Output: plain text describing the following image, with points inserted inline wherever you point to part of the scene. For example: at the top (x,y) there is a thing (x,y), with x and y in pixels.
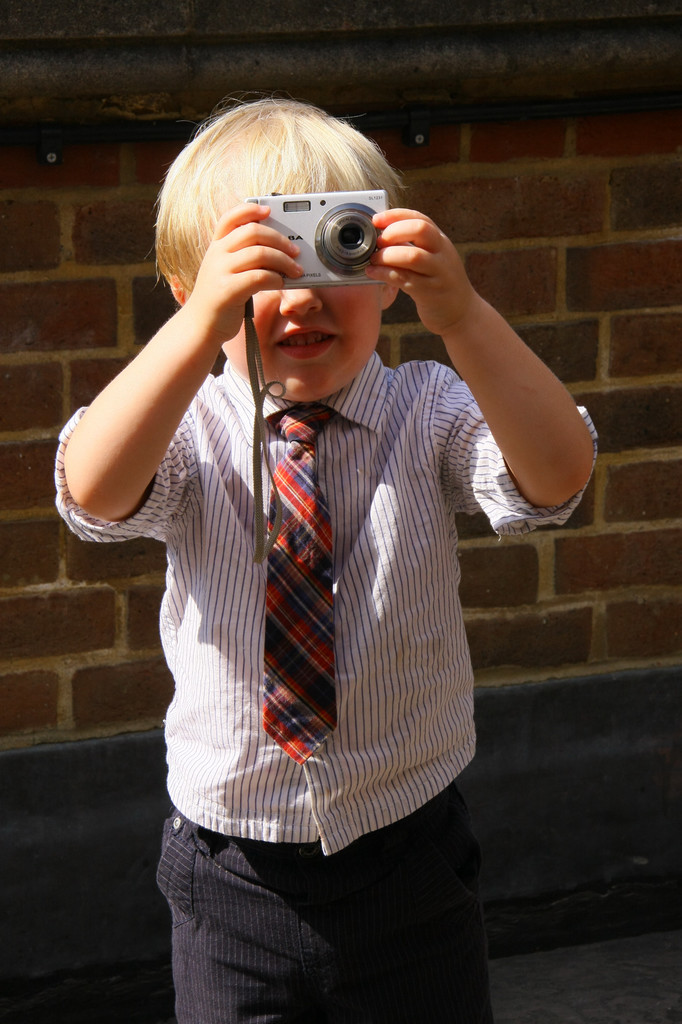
In this Picture we can see that a small boy (382,590) wearing school dress (399,754) of white and black stripe shirt (411,660) with red tie (312,624), holding a camera (295,216) in the hand (393,229) and taking photo.
